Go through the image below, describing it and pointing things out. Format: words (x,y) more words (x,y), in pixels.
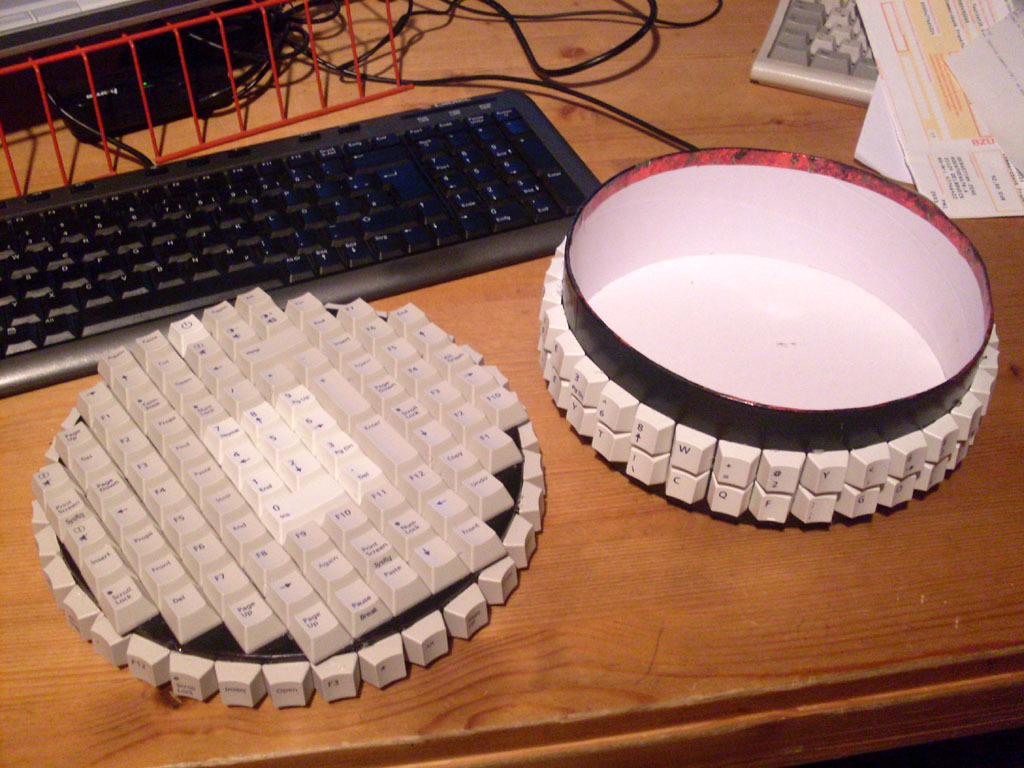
Bottom of the image (608,557) there is a table (672,586), on the table (745,595) there is a keyboard (497,207) and different types of keyboards (589,332) and papers (975,47) and wires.
